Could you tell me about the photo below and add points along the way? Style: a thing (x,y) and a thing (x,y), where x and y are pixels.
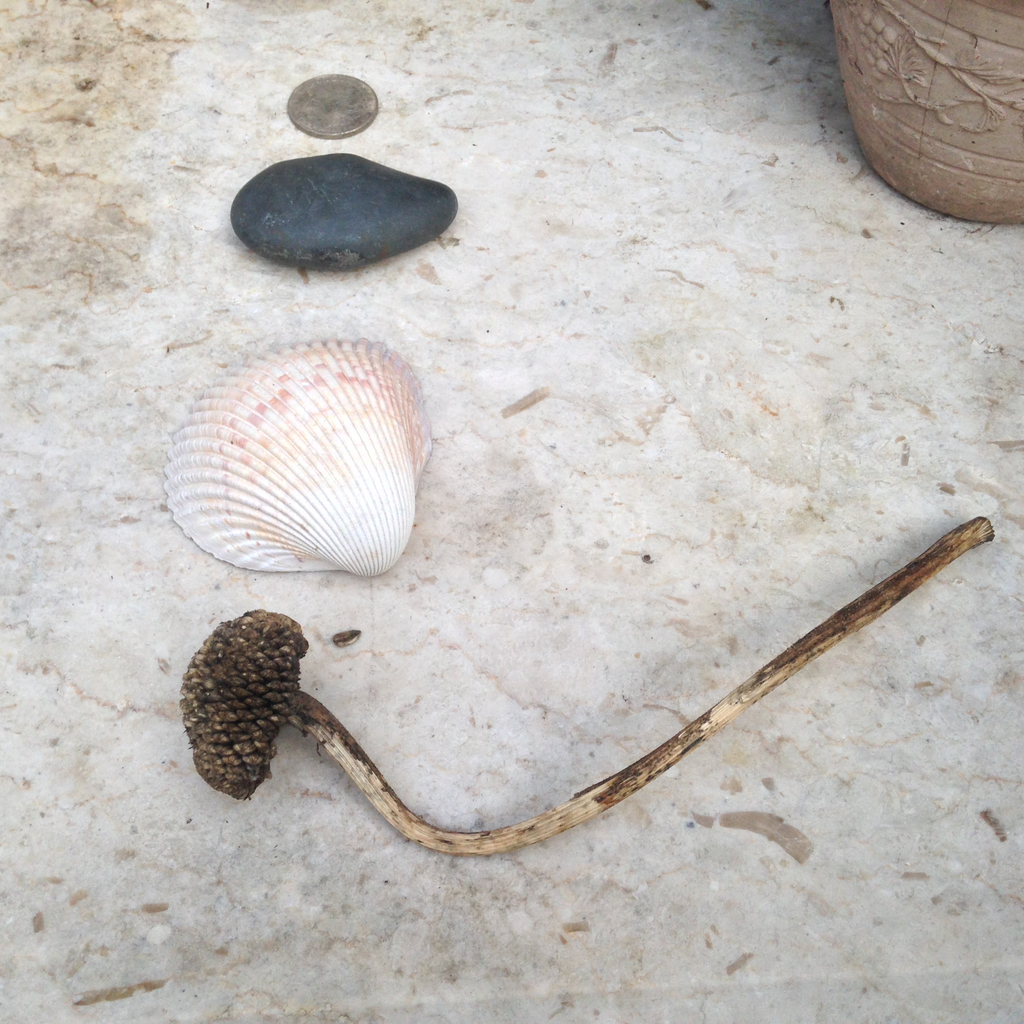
In this image we can see a coin (330,97), pebble (301,253), shell (273,486) and one object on the floor (107,508). It seems like a pot (948,107) in the right top of the image (977,120).
